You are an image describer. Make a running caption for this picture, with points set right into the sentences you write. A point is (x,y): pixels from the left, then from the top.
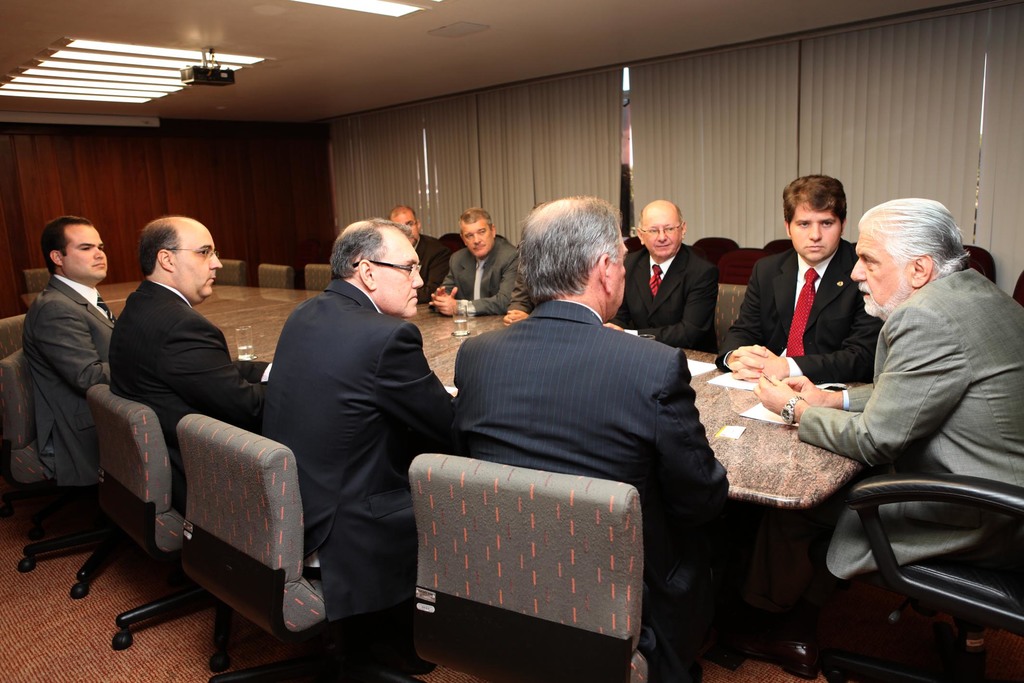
In this image there are some people (463,367) who are sitting around the table (724,422), and on the table (710,390) there are some papers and glasses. And in the background (595,126) there is a window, curtains (391,163) and at the top (187,81) there is one projector (212,81) and some lights (69,88). In the background (211,191) there is a wall (110,280) and at the bottom (95,621) there is floor (178,631).
